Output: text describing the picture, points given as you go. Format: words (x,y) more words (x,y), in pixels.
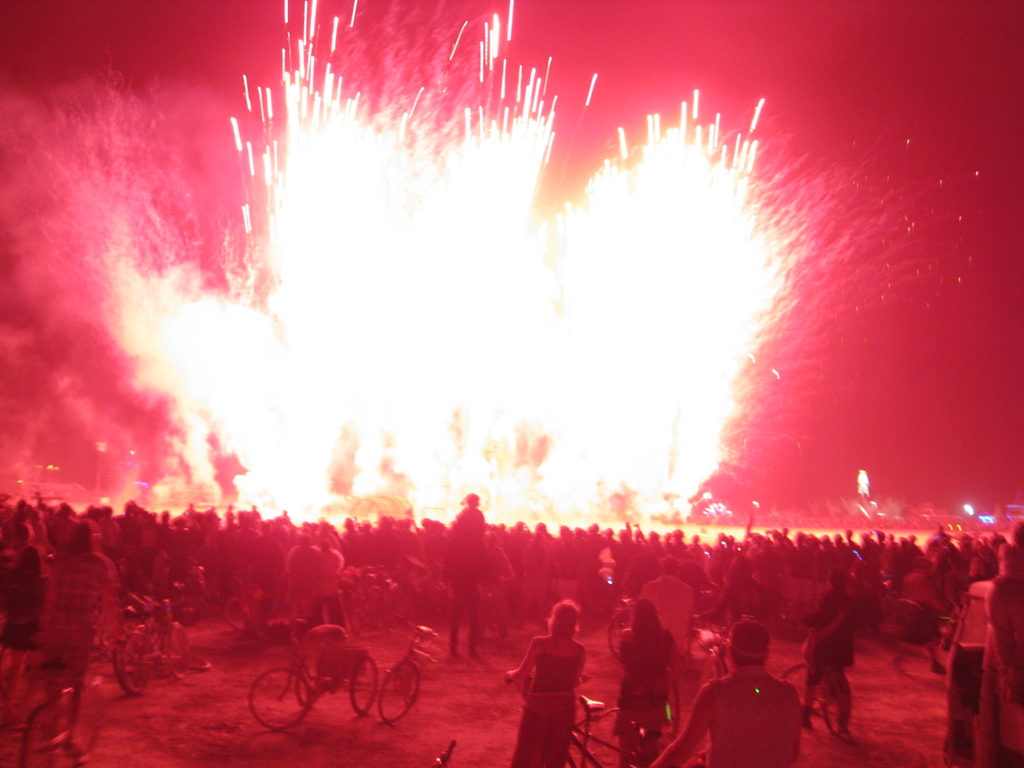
In this image we can see a group of people (598,598) standing on the ground (433,690), some persons (825,663) are riding bicycles (138,635). In the background (959,526), we can see some lights (865,511) and the sky (836,273).
